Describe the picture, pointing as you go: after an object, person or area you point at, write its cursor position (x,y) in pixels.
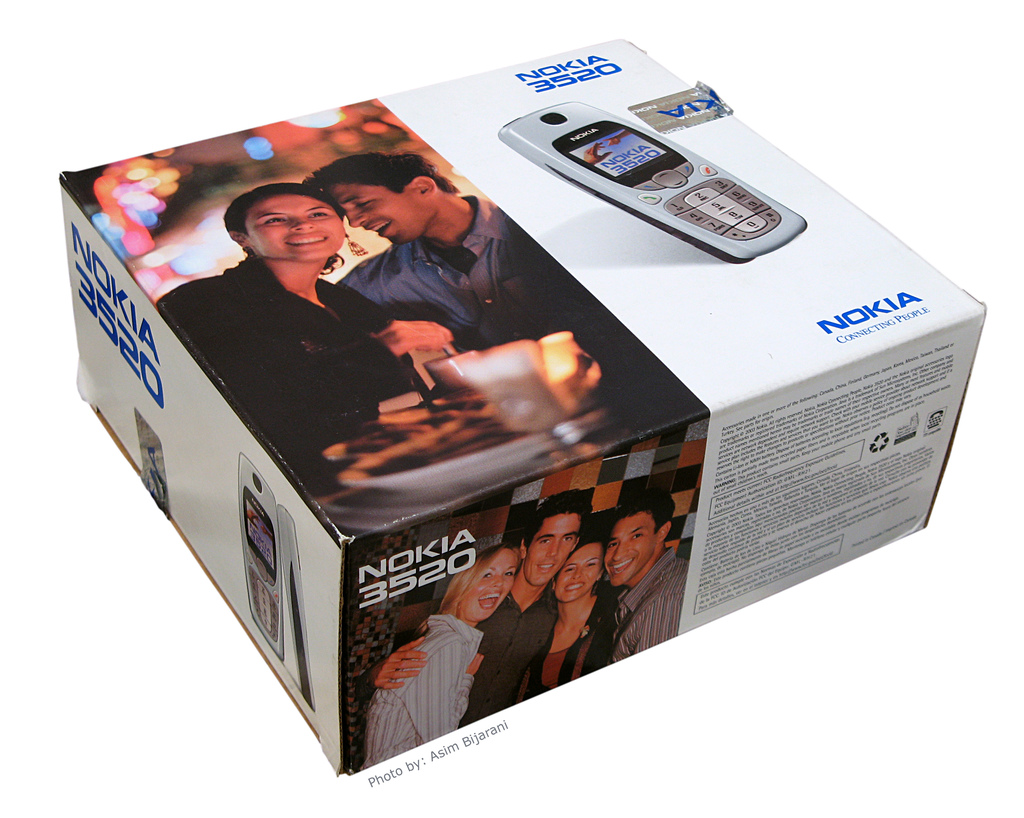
In this image we can see some pictures (363,471) of a man (488,290), woman (308,302) and a cellphone (628,213) on the box (652,354).
